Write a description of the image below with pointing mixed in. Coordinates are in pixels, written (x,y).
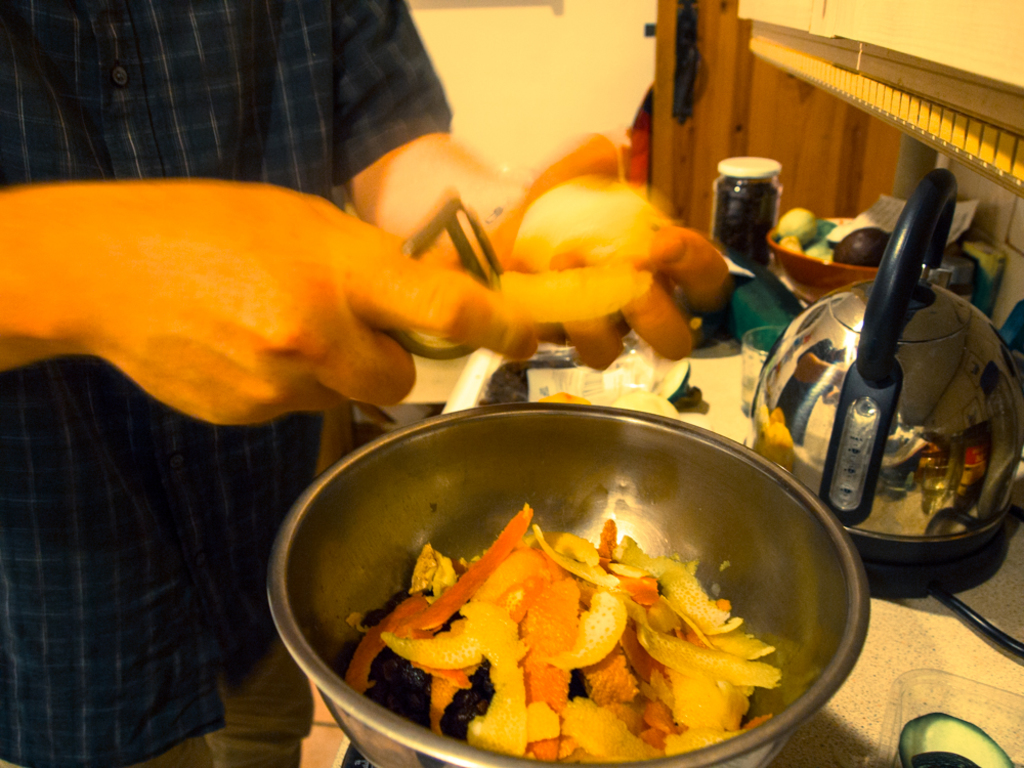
In this image there is a man (244,273) who is peeling of the fruits (542,236) with the cutter (477,259). In front of him there is a bowl (360,724) in which there are peels (506,574) of the fruits (567,232). Beside it there is a kettle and glass jar (759,248).
